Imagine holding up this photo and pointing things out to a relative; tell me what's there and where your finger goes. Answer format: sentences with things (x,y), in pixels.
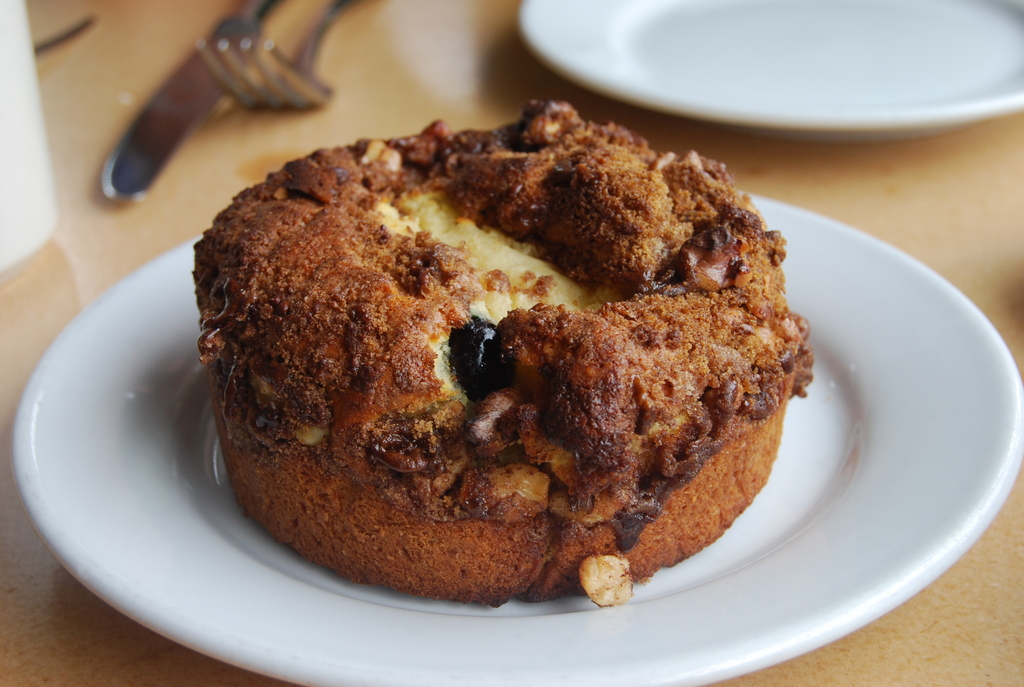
In this picture we see a cake (572,122) on a white plate (155,496) kept on a table (55,614).
